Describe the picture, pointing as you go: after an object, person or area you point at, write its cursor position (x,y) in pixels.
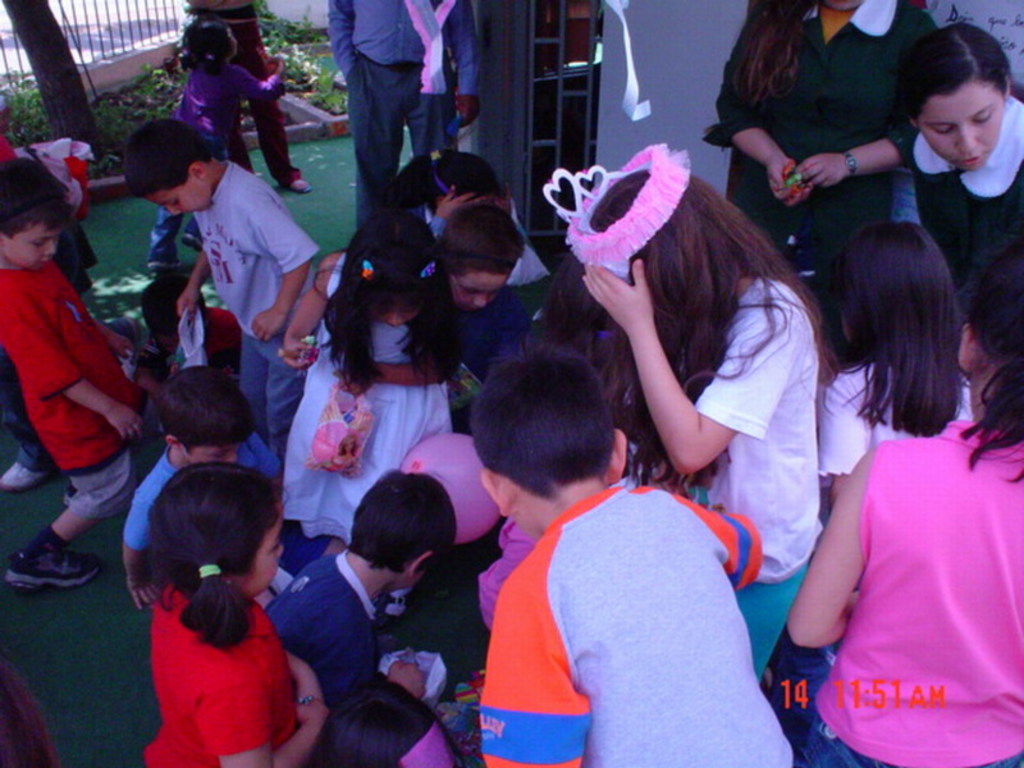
In this image I can see group of children (673,490) and persons (816,137) visible, at the top (89,53) I can see fence (80,42) and plants (304,78).
